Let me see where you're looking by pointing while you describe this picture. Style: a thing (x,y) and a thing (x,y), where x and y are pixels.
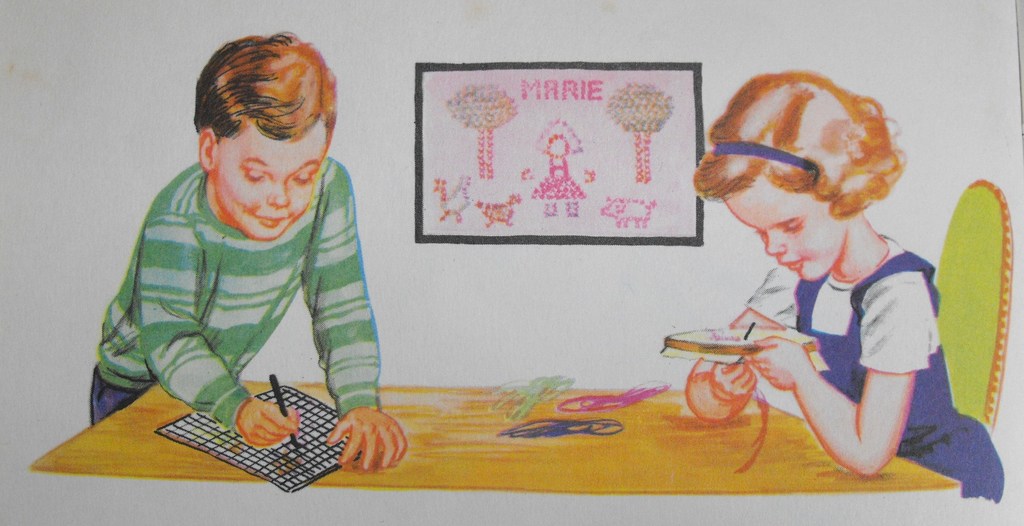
In this image I can see a drawing (36,161), in which there is a table (644,436), there are two persons (302,270), boy (256,267) holding a pen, girl (853,259) holding a needle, object (785,333), sitting on chair (967,314), in the middle (508,324) there is the wall (397,165), on which there is a frame (484,115) attached, in which I can see images (441,196) of persons (573,190), trees (621,126), animals (653,200), text (586,90) visible.
